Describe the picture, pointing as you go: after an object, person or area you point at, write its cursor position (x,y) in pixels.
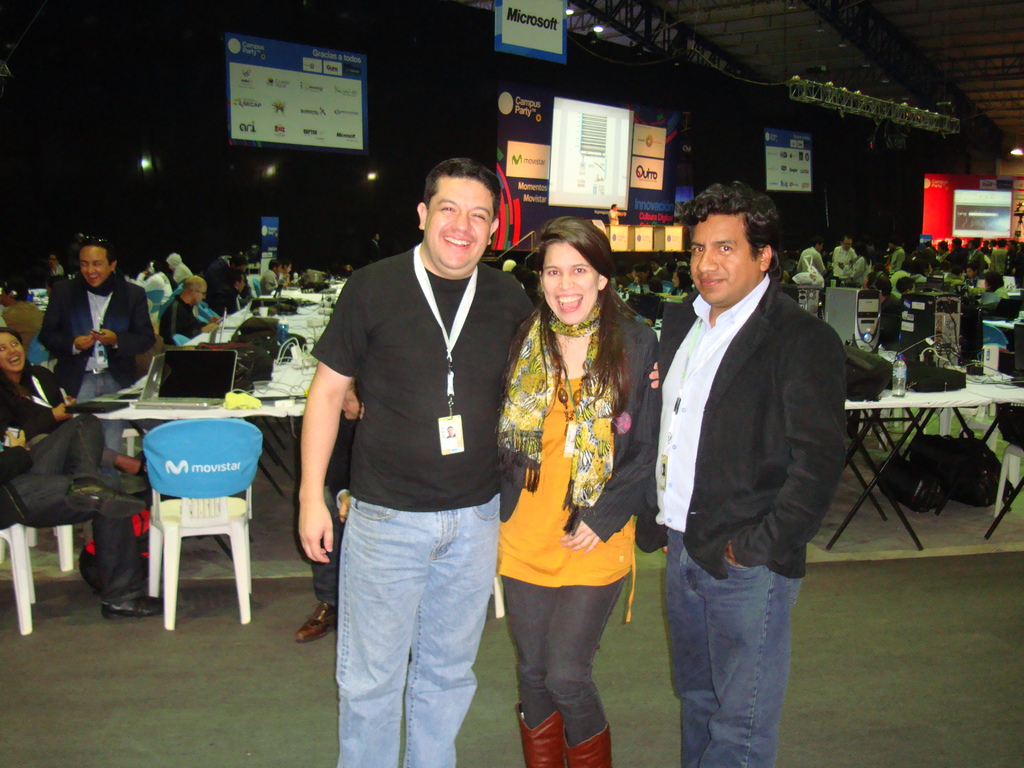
There are two men (754,393) with black color dress (432,463) are standing. In the middle of them there is a lady (556,535) with yellow color dress (564,552) is standing. And she is smiling. Behind them there are many people (876,281) standing and some people (228,289) are sitting. In front of them there is a table (287,371). On the table (918,406) there are laptops (191,365), bags (253,346), wires (982,373), water bottles (901,369), CPUs (919,344) and cups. And on the top (345,87) we can see some posters (542,91).
